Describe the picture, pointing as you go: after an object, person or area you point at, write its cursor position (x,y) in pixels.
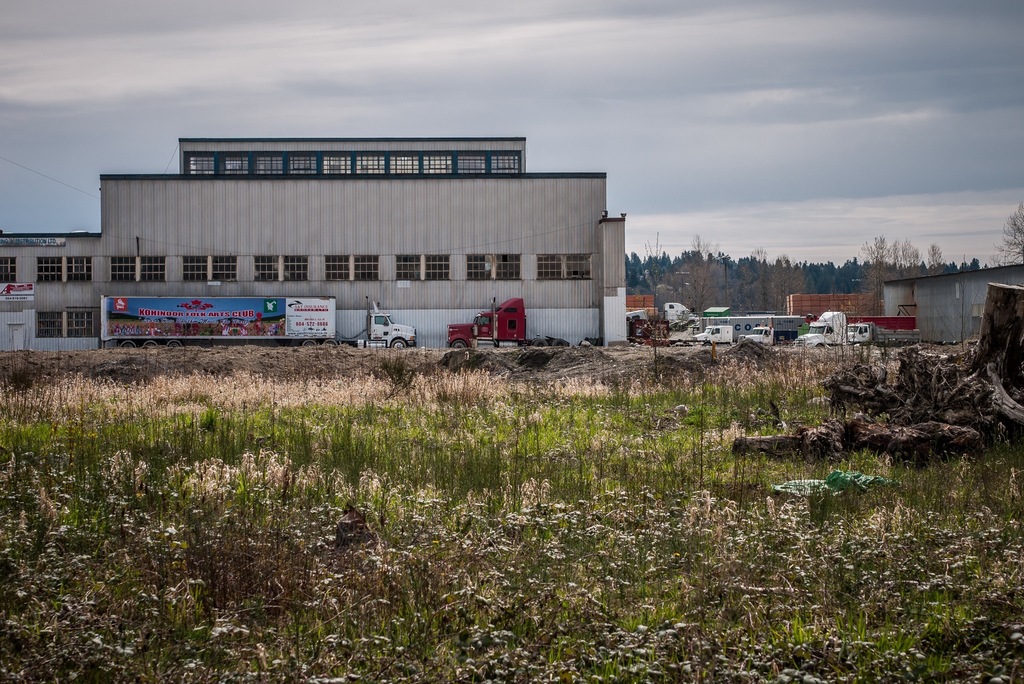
In the foreground (64,438) we can see plants (553,504), trunk (947,393) of a tree (996,356) and other objects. In the middle (487,249) there are trees (637,292), trucks (850,320), buildings (306,285) and other object (834,304). At the top (419,77) there is sky (544,77).
